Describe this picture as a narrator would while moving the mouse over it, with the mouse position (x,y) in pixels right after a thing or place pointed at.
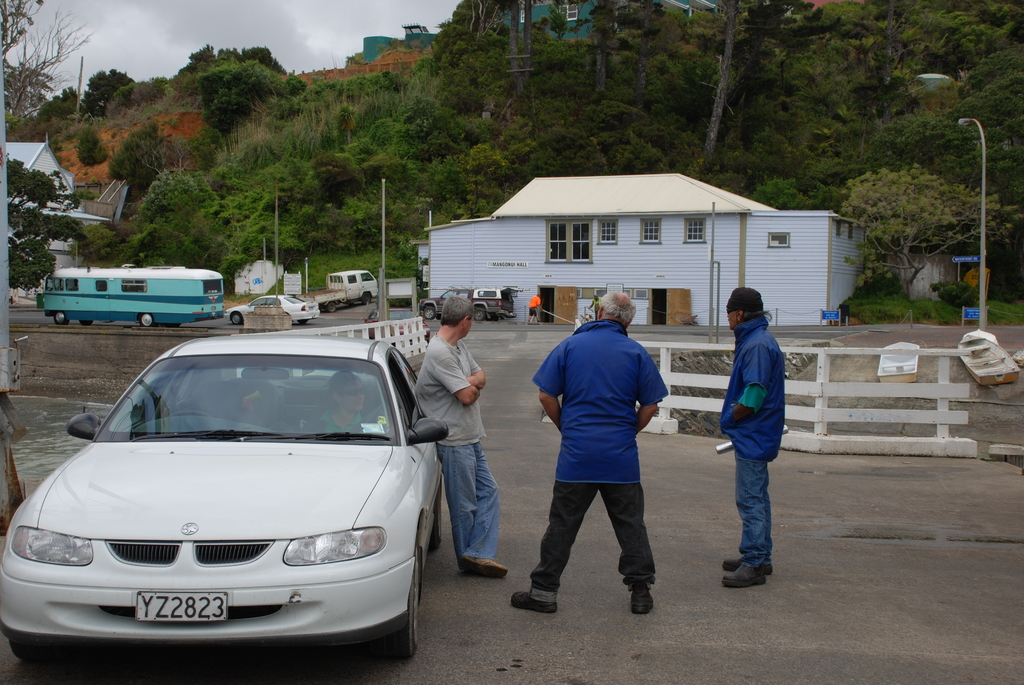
In the picture I can see people (451,416) are standing on the ground (536,543). In the background (387,321) I can see buildings (498,224), vehicles (339,489), wooden fence (697,385), trees (863,246), poles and street lights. In the background (178,39) I can see the sky (253,33).
